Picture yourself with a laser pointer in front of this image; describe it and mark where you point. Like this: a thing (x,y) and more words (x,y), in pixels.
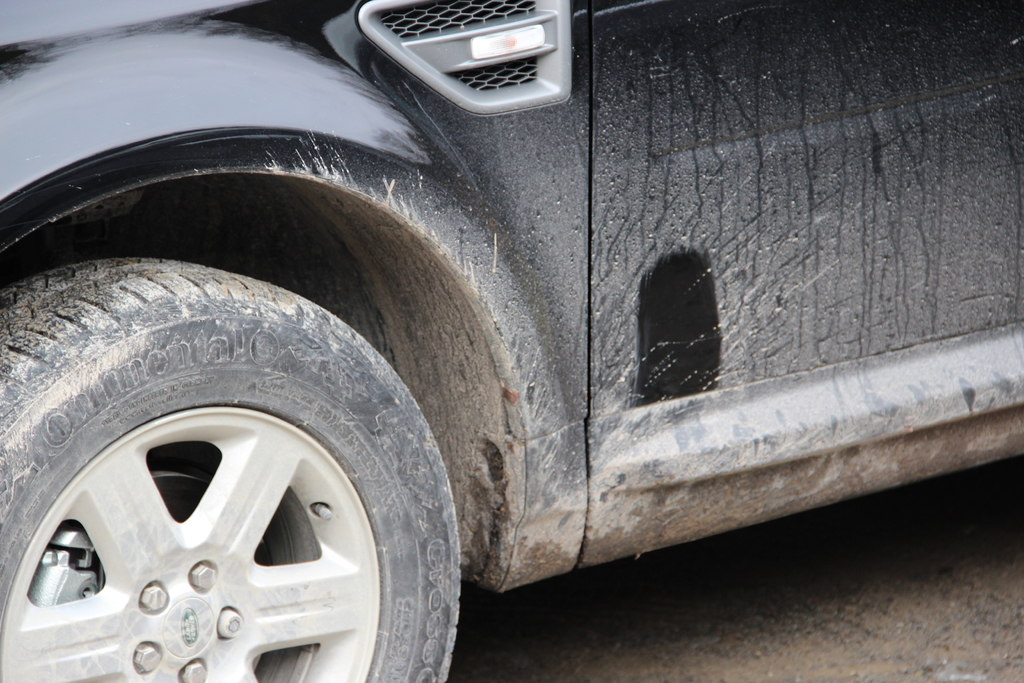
This is the picture of a vehicle (526,198). In this image there is a black car (439,109). There is a text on the wheel (406,406). At the bottom (470,641) there is a road (845,555).
